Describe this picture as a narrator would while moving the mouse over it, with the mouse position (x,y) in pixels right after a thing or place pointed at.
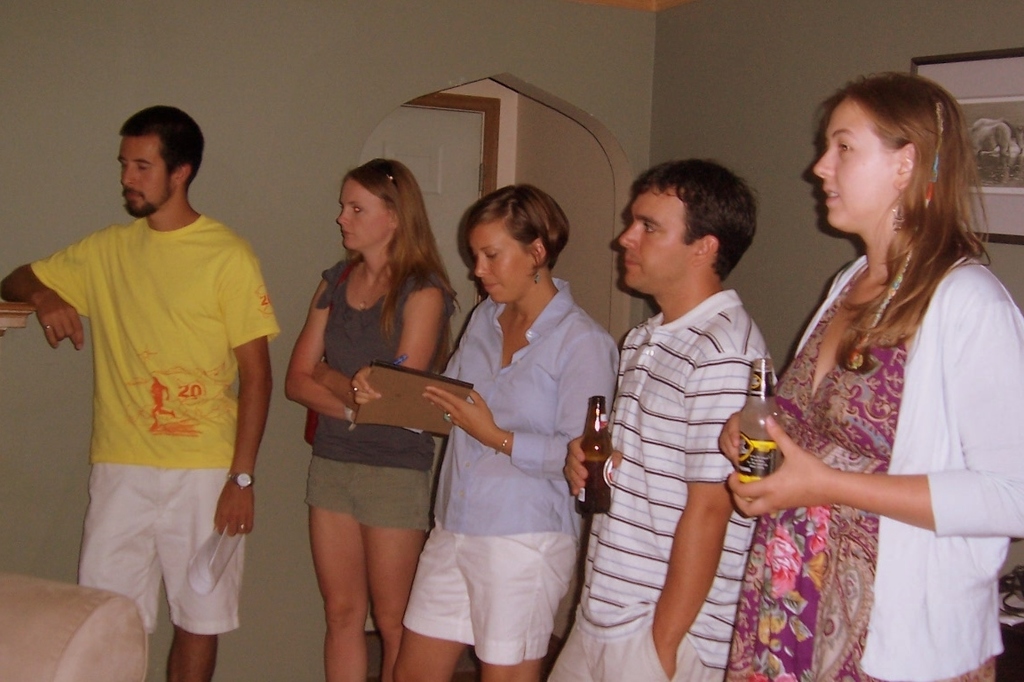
Here in this picture we can see a group of people (486,311) standing on the floor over there and on the right side (783,401) we can see two people (671,409) are holding bottles (602,422) in their hand (568,447) and the woman (505,401) in the middle (505,401) is holding a notepad (413,387) in her hand (472,419) and behind them on the wall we can see a portrait (1022,66) present and in the middle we can also see a door (465,173) present and the person (231,474) on the left side (237,483) is holding papers (192,577) in his hands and we can also see a couch (61,633) present over there.
